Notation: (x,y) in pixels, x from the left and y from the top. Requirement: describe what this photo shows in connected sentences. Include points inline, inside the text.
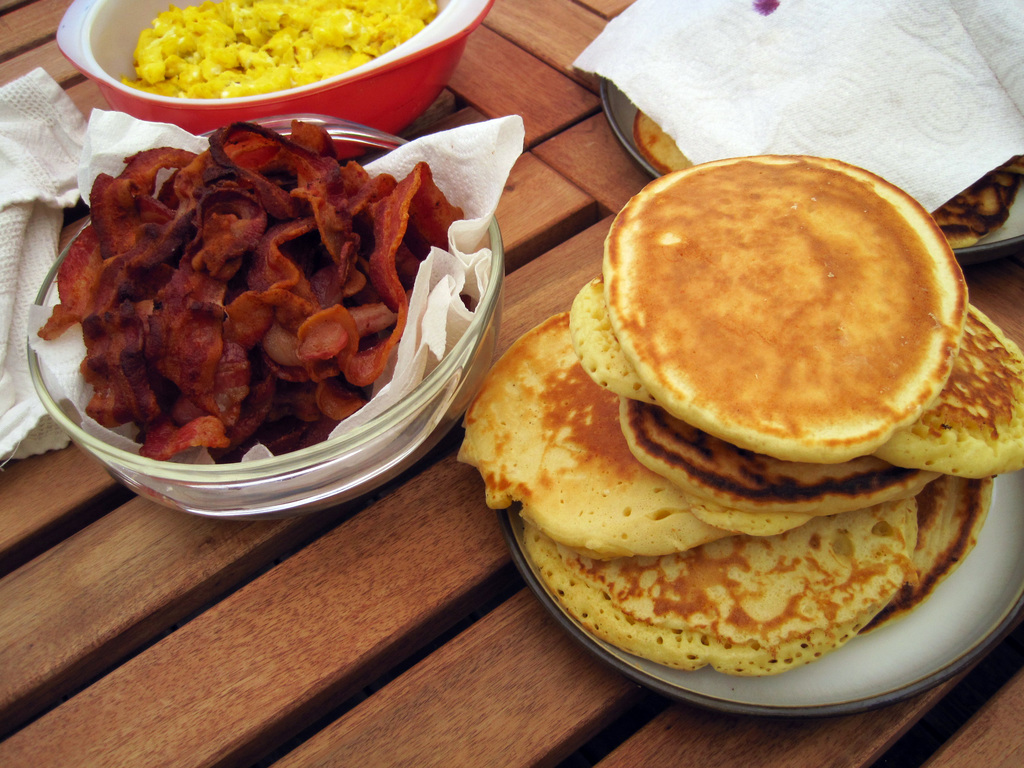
In this image, I can see bowls (490,336), plates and a vessel (473,228) in which food items (423,228) are there and I can see paper towels (818,152) may be kept on a table (653,726). This image taken, maybe in a day.
